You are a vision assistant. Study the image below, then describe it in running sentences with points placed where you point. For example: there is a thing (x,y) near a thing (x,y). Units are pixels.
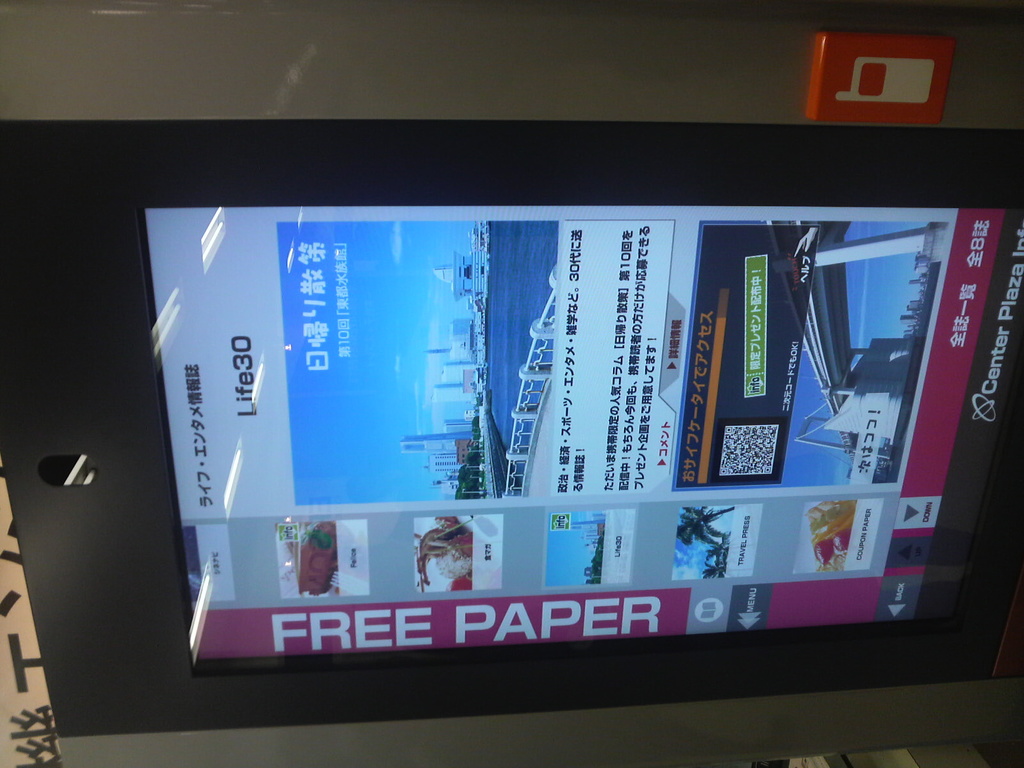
In this image in front (662,500) there is a screen (696,526). Behind the screen (526,354) there is a wall (443,50) with some object (878,82) on it.
